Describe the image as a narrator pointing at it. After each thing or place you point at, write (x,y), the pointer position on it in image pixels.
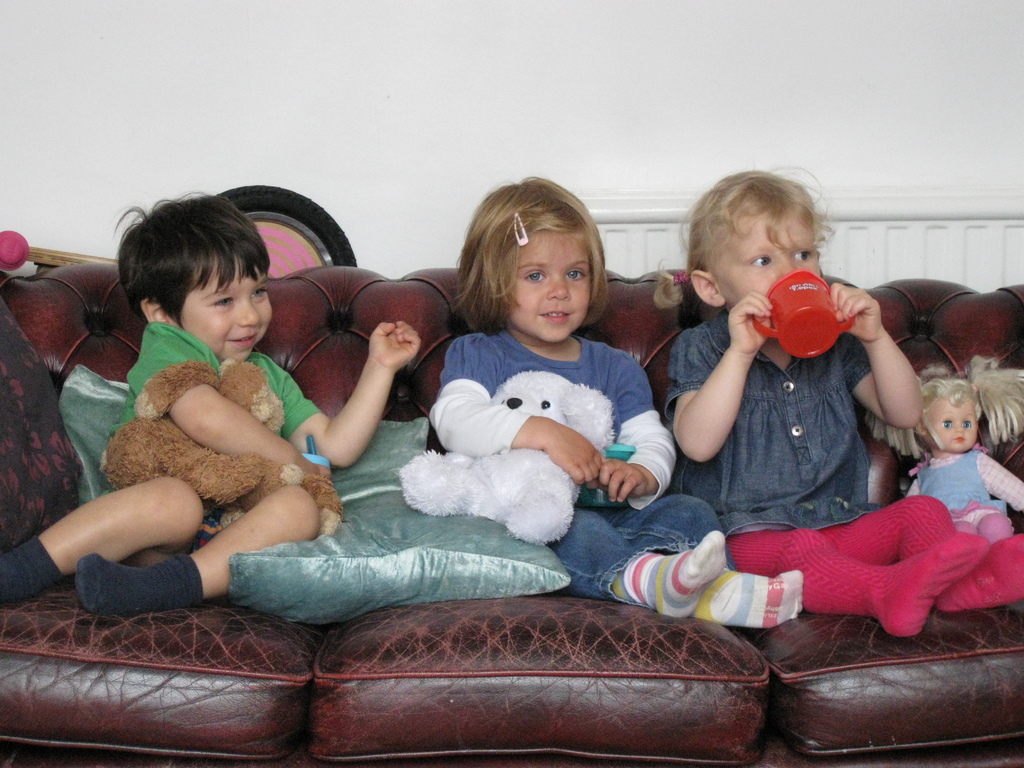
Two girls (791,211) are sitting in the right hand (800,515) middle girl (671,558) is holding a teddy bear (501,491) and on the left (204,204) a boy (143,510) sitting on the Sofa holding a teddy bear (221,469) and behind them there is a wall (363,110).
